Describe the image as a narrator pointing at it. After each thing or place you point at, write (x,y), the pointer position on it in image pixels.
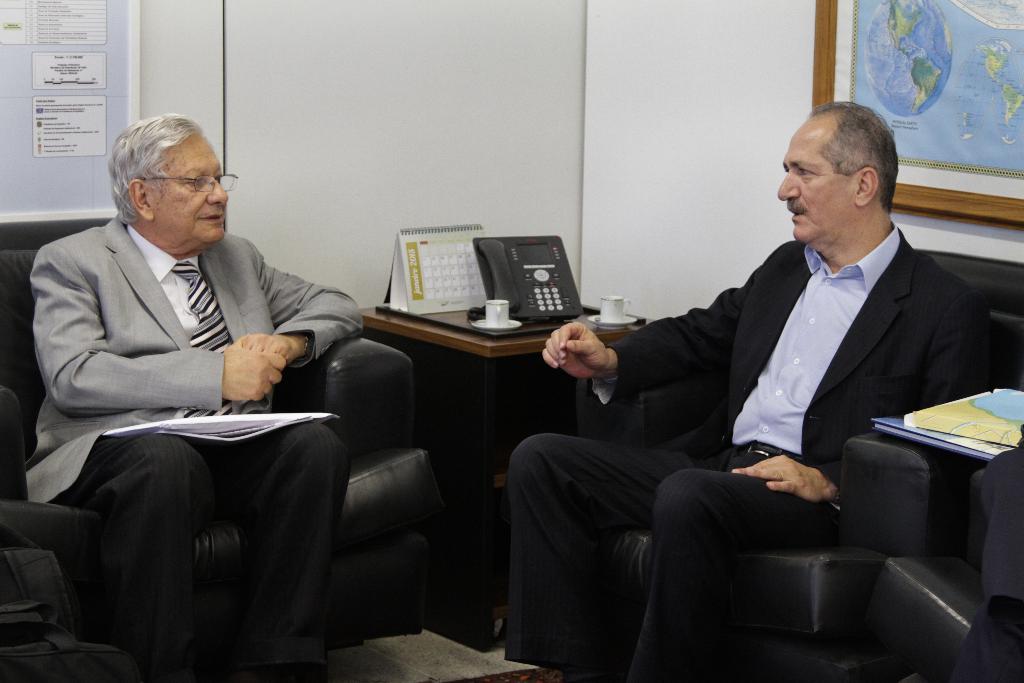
In this image we can see two men (322,555) sitting on the sofa (877,469). They are wearing a suit (251,302). They are having a conversation. Here we can see the wooden table (487,338). Here we can see a telephone (509,300), a calendar (477,284) and two cups (490,325) are kept on the table (496,344). Here we can see the files (915,435) on the right side (948,430). Here we can see the world map (949,104) on the wall (602,292) and it is on the top right side (912,69).
